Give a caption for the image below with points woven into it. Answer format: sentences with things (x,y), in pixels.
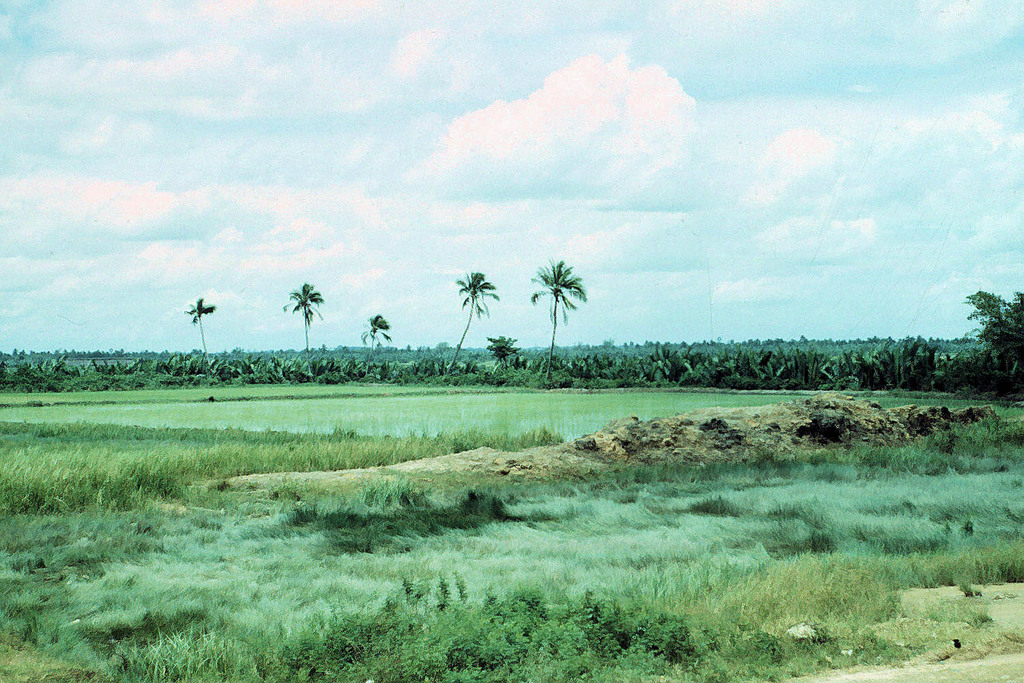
In this image there are plants (559,355), trees (559,358), grass (56,488) and cloudy sky (701,126).
